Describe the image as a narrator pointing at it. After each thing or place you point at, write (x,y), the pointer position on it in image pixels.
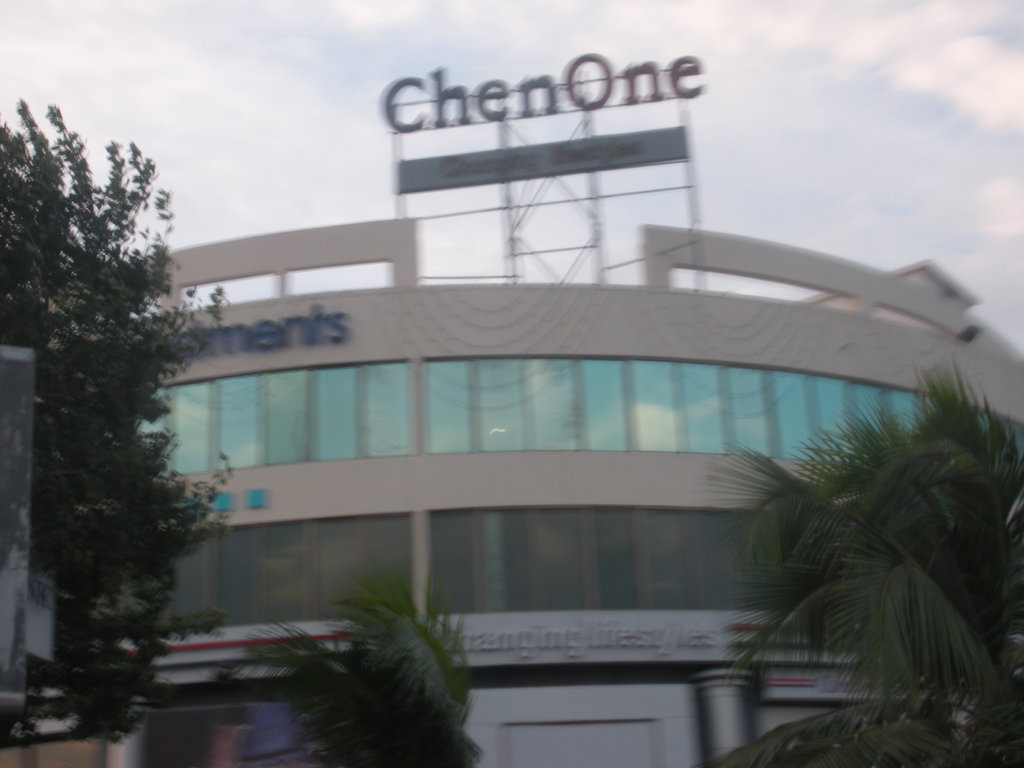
In this image we can see one big building (587,478), some text (331,324) on the building wall (501,624), one big name board (572,88) attached to poles (397,188), at the top of the building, some trees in front of the building (124,755), some objects (19,481) on the surface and at the top (964,200) there is the sky (969,213).
